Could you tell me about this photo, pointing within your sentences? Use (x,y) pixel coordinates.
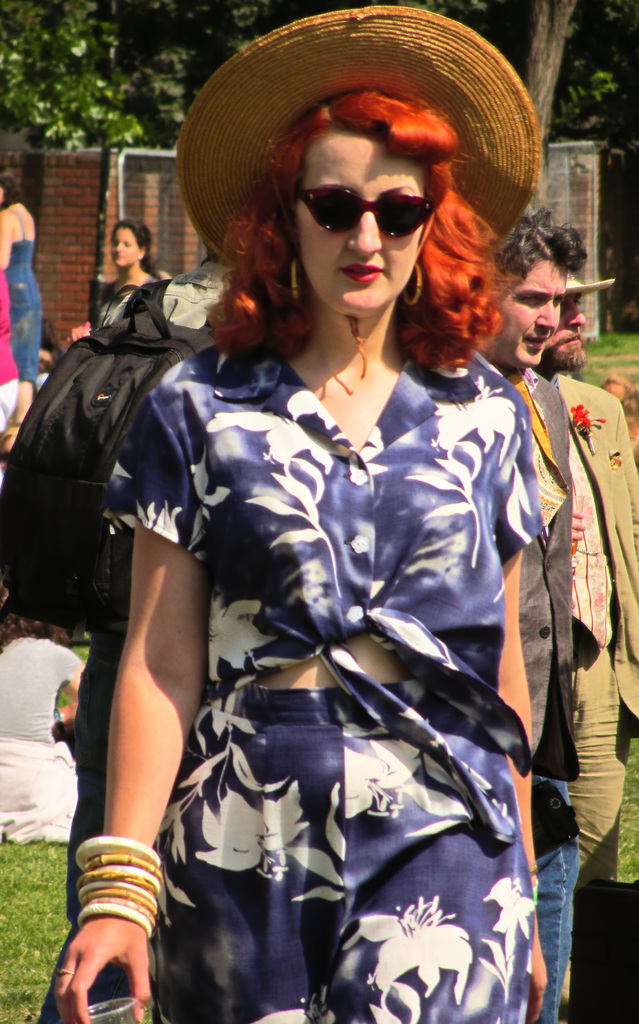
In this image we can see a few people (286,369), one lady (251,501) is holding a glass (133,1021), another person (193,326) is wearing backpack (167,343), there are trees (87,119), also we can see the wall (56,310).
